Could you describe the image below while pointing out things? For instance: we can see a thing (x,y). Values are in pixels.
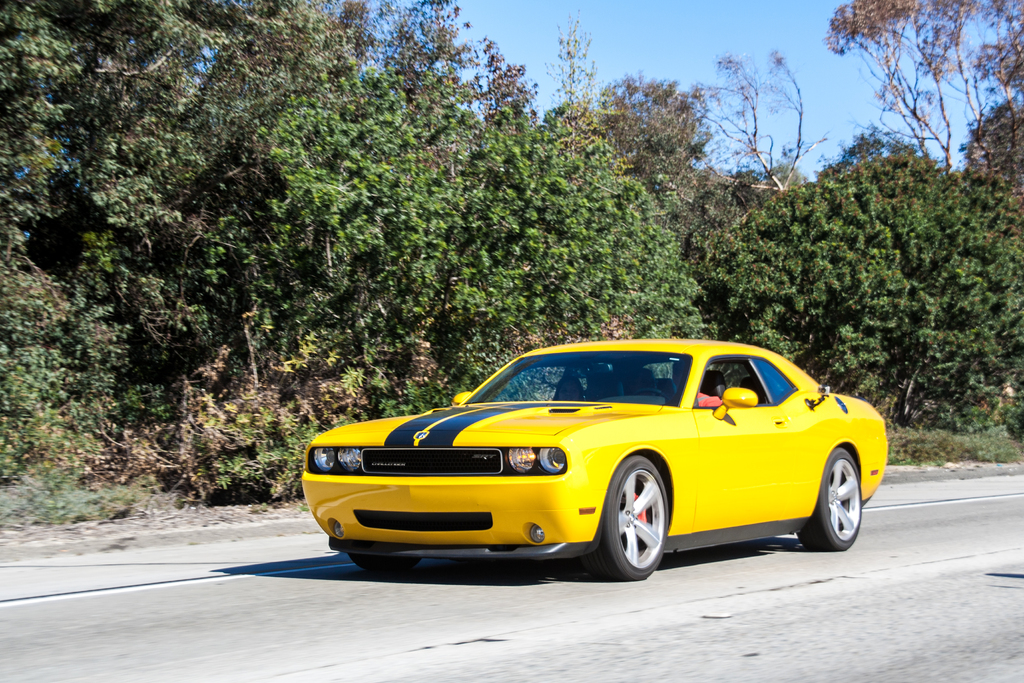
In the picture I can see a car (515,531) which is yellow in color moving on road (847,575) and in the background of the image (570,335) there are trees (613,305) and clear sky (670,53).
